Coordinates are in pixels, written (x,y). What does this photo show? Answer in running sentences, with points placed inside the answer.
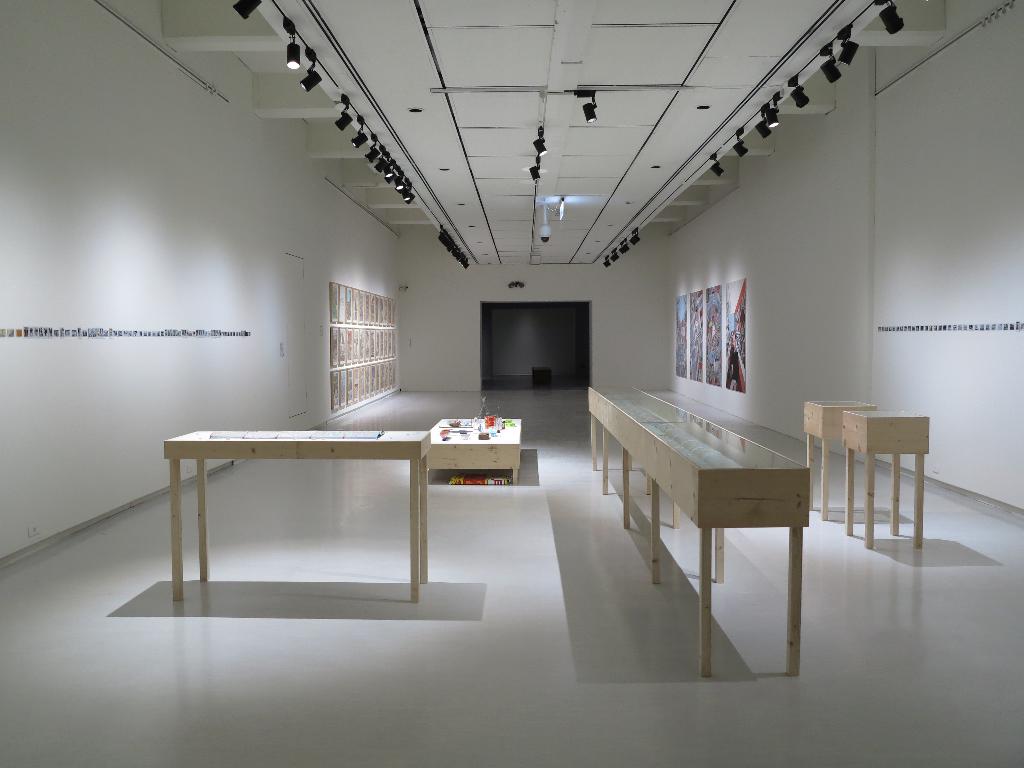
Here in this picture we can see tables (444,450) present on the floor (492,530) and we can also see some portraits (375,308) and posters (694,349) on the wall (393,296) and we can see lights (344,124) present on the roof (508,150) and we can also see a CCTV camera (548,236) present.
